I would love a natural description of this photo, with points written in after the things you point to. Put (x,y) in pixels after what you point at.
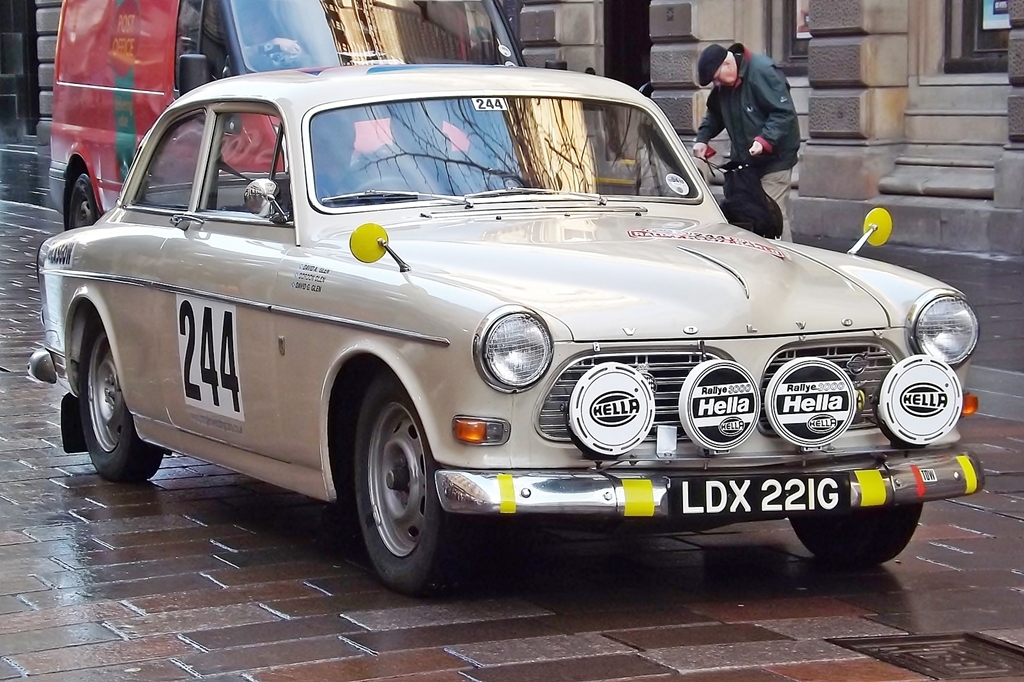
In this image I can see a car (545,309) and a man (741,120) standing on a road (406,631). I can also see there is a building (954,41) a red color van (173,57).
